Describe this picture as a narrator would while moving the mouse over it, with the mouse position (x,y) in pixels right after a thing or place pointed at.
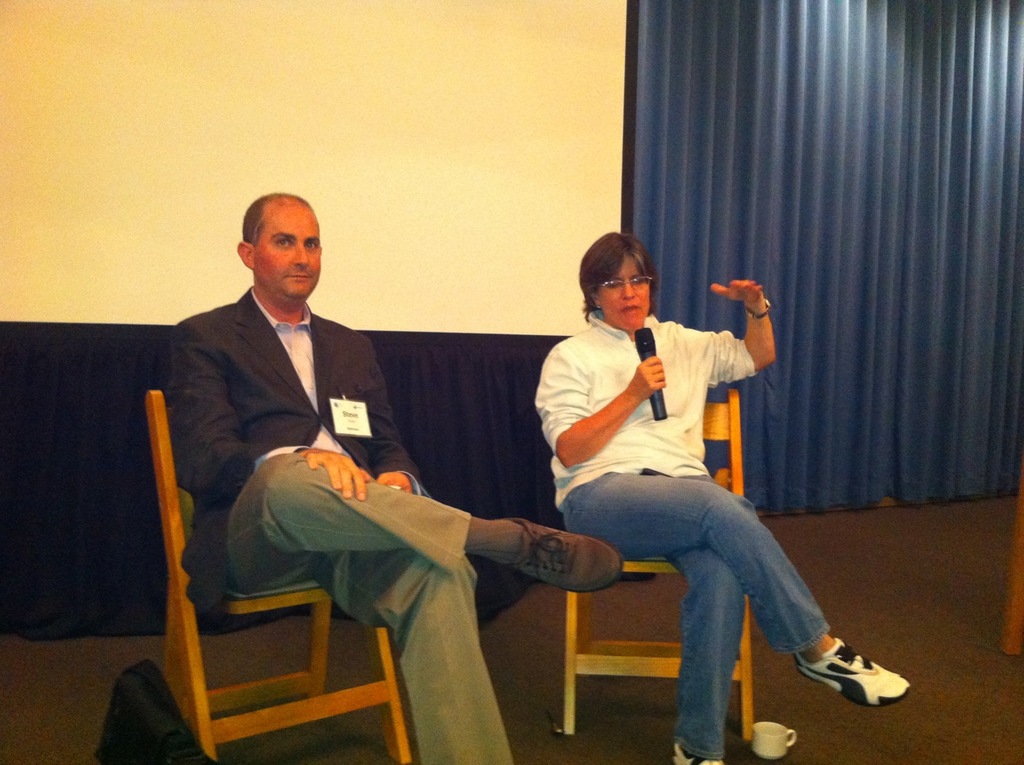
In this picture I can see two people (412,621) sitting on the chair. I can see the microphone (652,382). I can see the cup (778,736). I can see the curtain (475,436).
